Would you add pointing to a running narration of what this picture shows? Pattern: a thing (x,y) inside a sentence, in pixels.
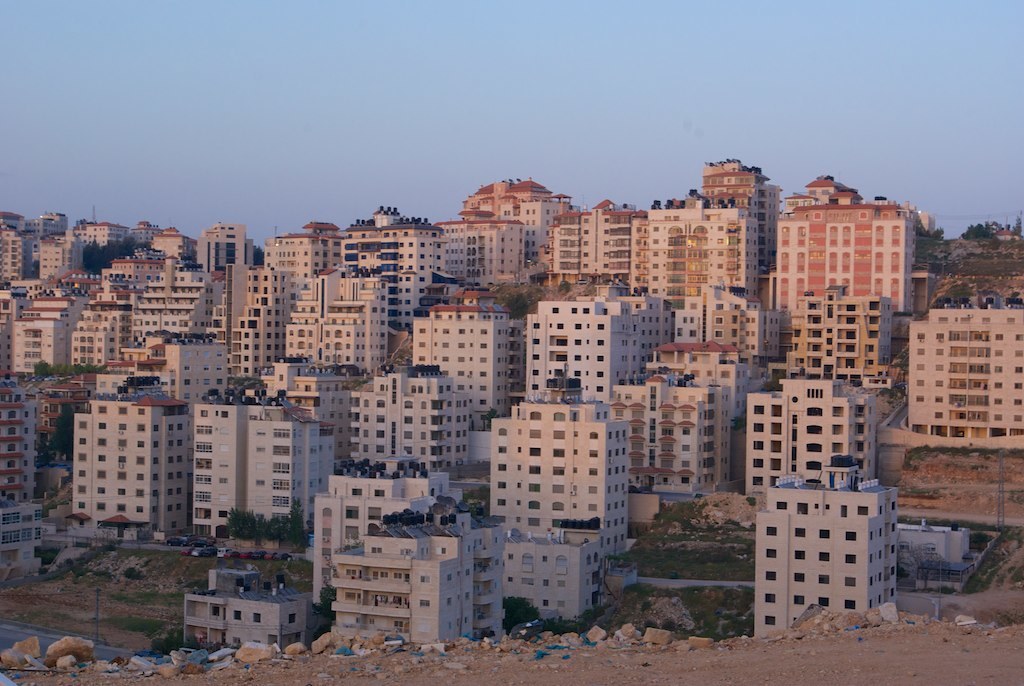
In the image in the center (468,439) we can see buildings (456,353), wall (551,474), roof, windows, roof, trees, poles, stones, grass (675,571), road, sky (778,170).
